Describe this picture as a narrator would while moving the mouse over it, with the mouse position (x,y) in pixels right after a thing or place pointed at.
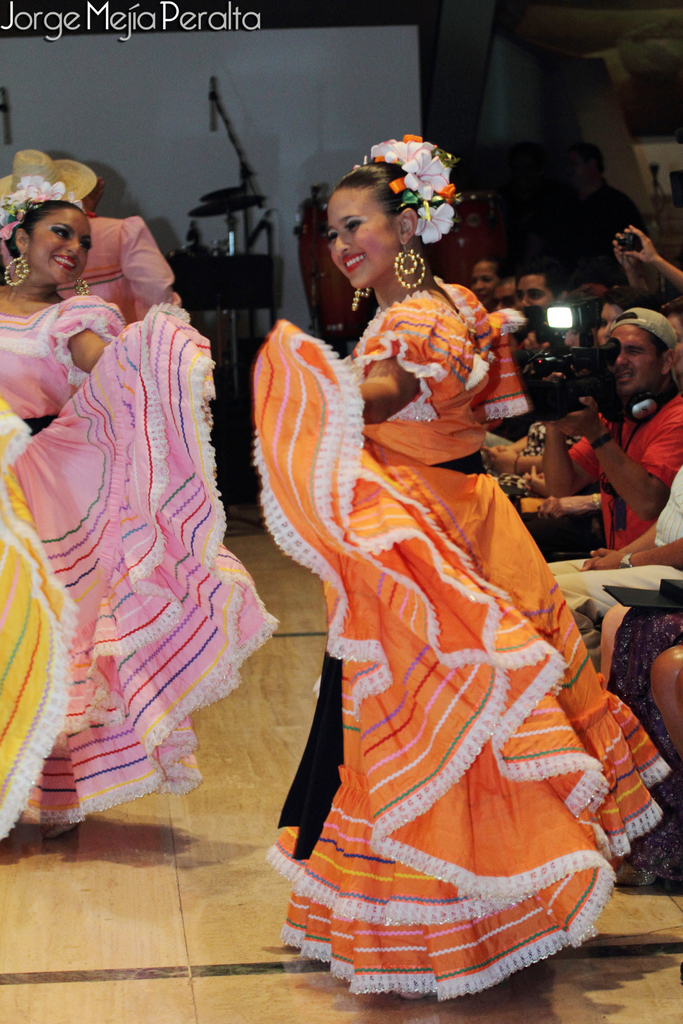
In this image we can see group of persons (428,640). On the left side (130,554), we can see few people (246,648) dancing. On the right side (651,442), we can see a person (667,420) holding a video camera (563,390). Behind the persons (66,487) we can see musical instruments (318,213) and a wall (142,38).
